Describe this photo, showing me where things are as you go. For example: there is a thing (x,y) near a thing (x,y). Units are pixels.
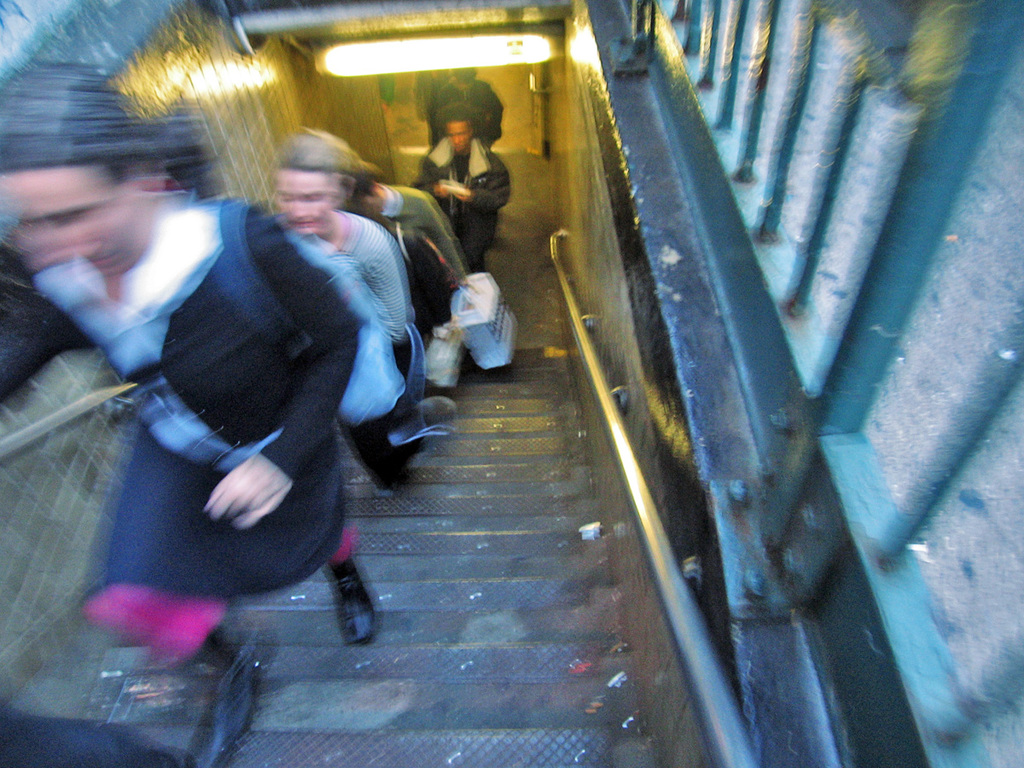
In this picture we can see a group of people (156,568) walking on the steps (504,514) and in the background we can a wall (635,544), light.
